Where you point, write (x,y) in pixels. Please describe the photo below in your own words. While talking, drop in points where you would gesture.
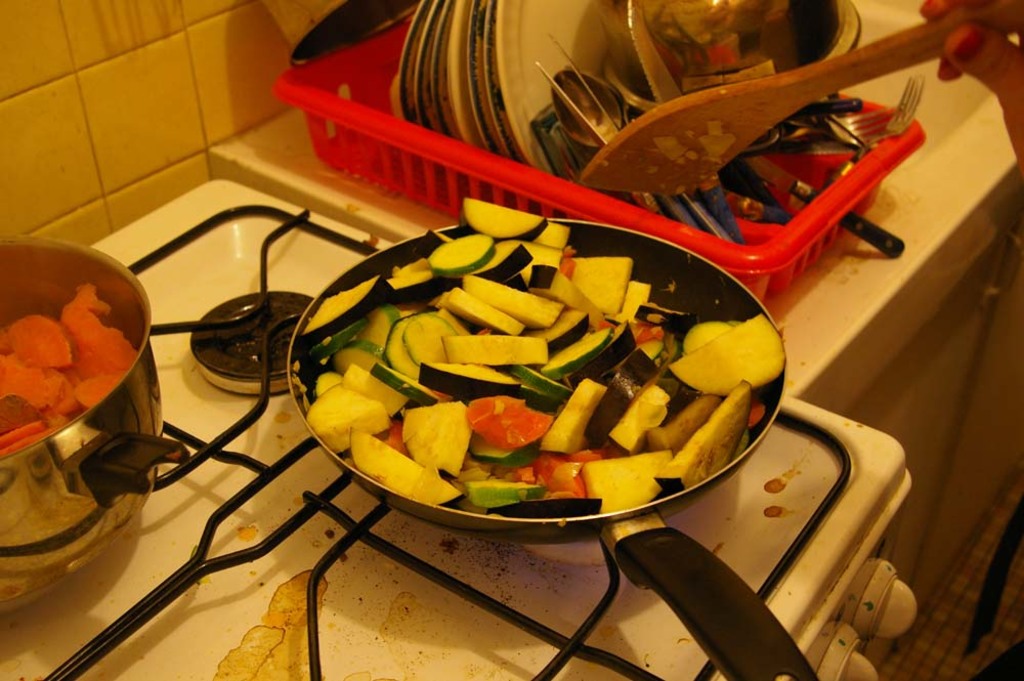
In this image we can see some food (594,367) in the pan (559,382) and a bowl (121,319). There is a stove (765,584). There are many utensils (710,76) in the image. We can see a hand (986,73) of a person (959,72).
